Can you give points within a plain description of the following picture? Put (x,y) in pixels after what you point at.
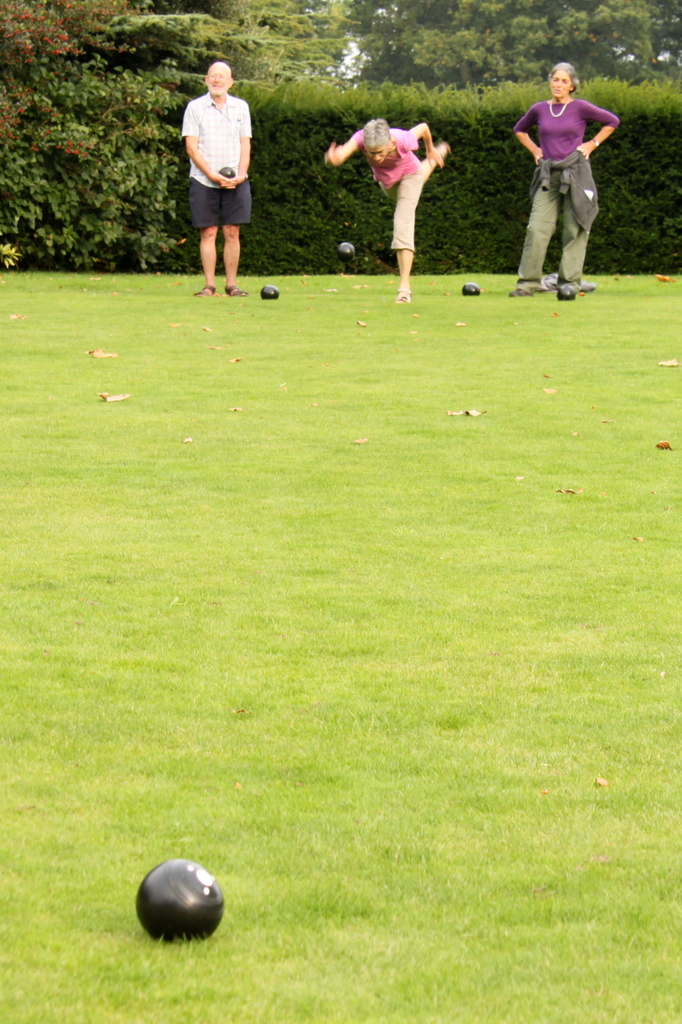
In this picture we can see people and balls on the ground (253,537) and one ball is in the air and in the background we can see trees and plants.
